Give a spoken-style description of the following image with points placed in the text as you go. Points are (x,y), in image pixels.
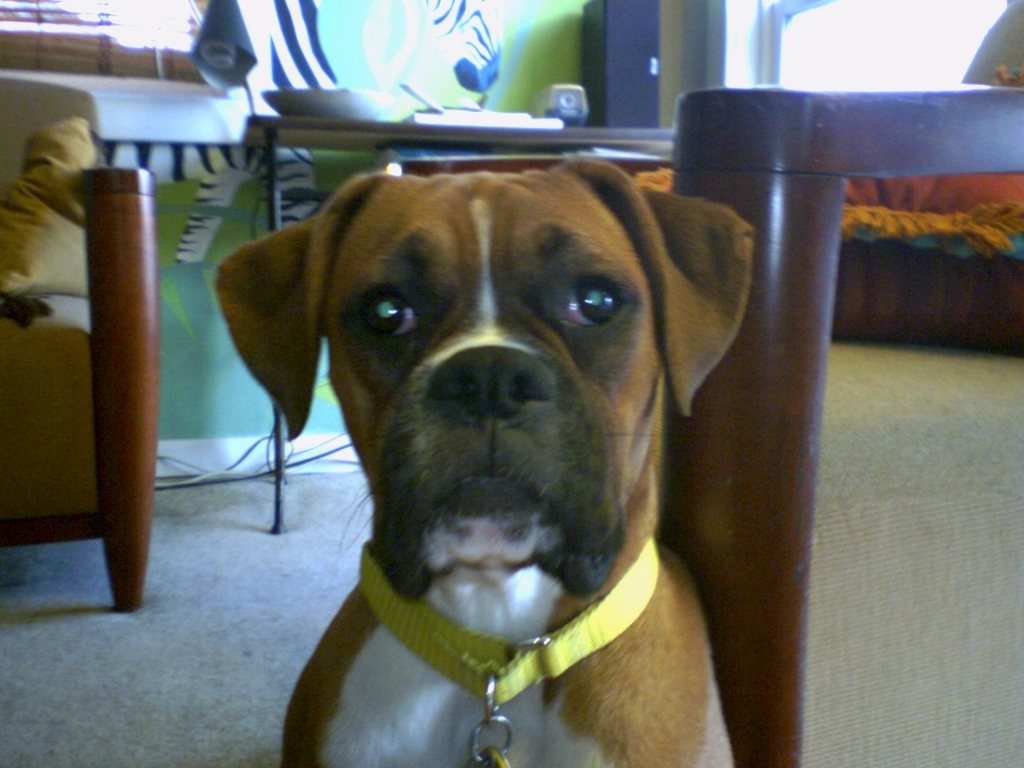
In this picture I can see there is a dog (547,583), it has a belt (495,638) around its neck (453,596) and there is a couch (82,240), table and there are few objects (275,102) placed on the table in the backdrop (832,57), there is a wall (552,69) and two windows (95,10) at left (125,22) and right sides.
